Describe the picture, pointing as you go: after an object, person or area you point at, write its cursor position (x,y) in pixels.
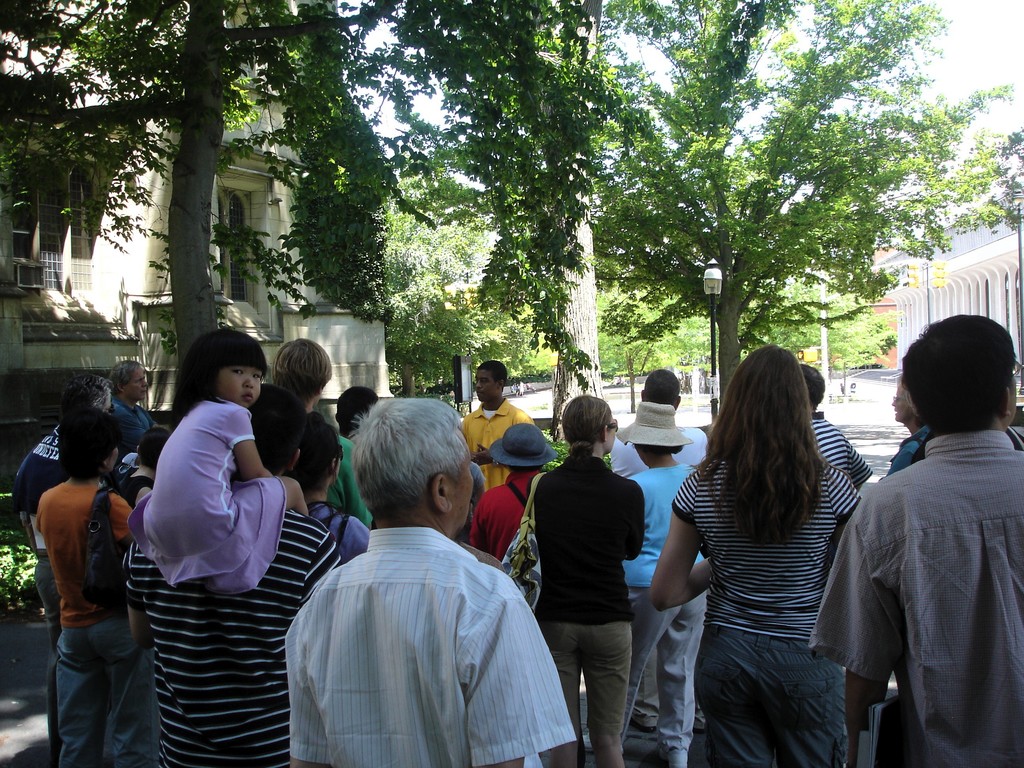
In this image there are a group of people (536,627) standing, and in the background (426,288) there are some trees (179,264), buildings (156,273), poles (715,359) and a walkway (844,408).
